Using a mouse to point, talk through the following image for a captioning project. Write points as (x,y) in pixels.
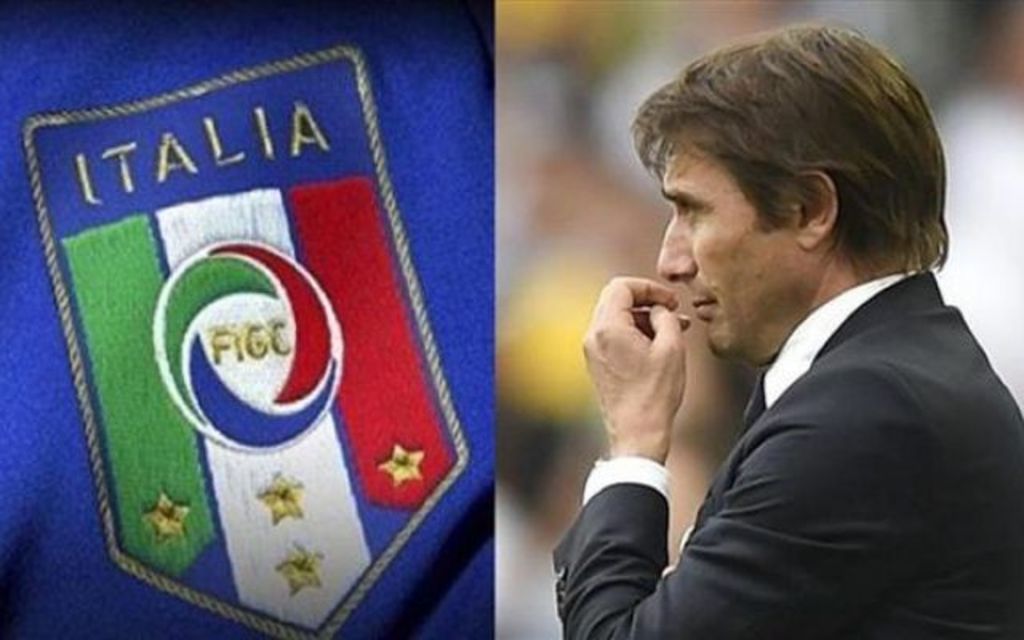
In the foreground of this picture (679,379), where on the right side (820,396), there is a man (822,475) in black coat (832,414). On the left side (130,380), there is a blue flag (131,444) and text (325,143) " ITALIA" is written on it.
